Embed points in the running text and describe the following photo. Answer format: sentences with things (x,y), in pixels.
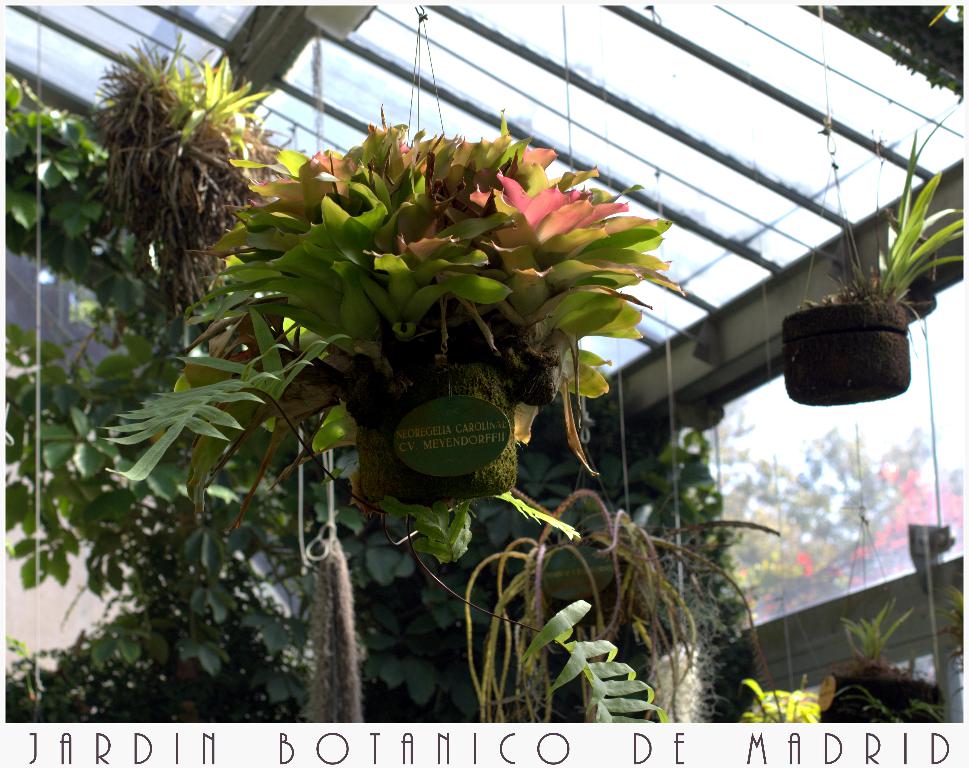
In this picture there are plant pots (531,248) in the image and there is a roof (454,103) at the top side of the image (775,157).
